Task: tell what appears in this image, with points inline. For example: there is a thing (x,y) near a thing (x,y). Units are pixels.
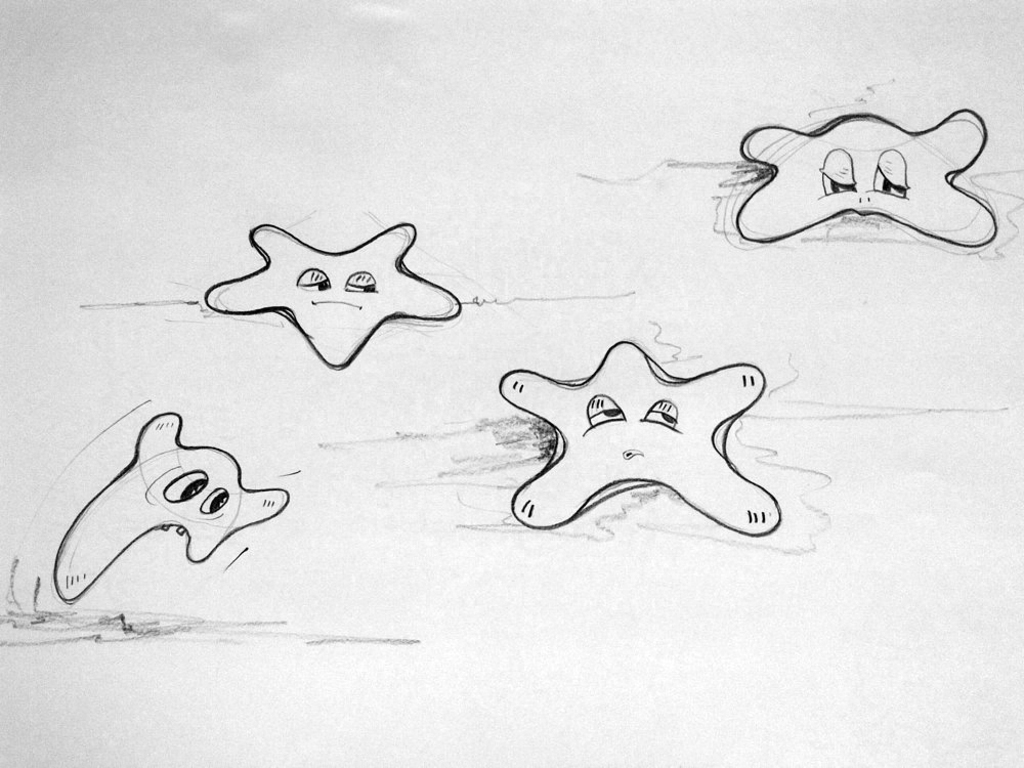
This image consists of a white color paper (474,649) on which I can see few drawings (189,474) of cartoons (655,444).
